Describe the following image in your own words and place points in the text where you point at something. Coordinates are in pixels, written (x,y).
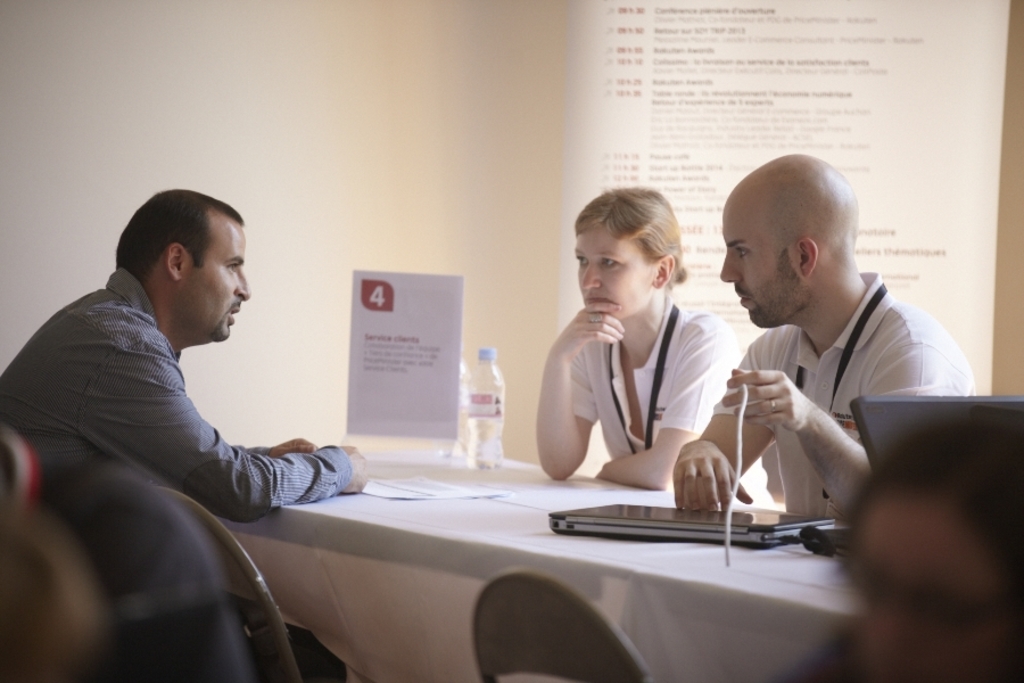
In the image we can see there are people (80,484) sitting on the chair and on the table (638,501) there is a laptop (605,510), water bottle (484,436) and a sign (396,343). Behind there is a banner (659,119) on the wall (511,357).
